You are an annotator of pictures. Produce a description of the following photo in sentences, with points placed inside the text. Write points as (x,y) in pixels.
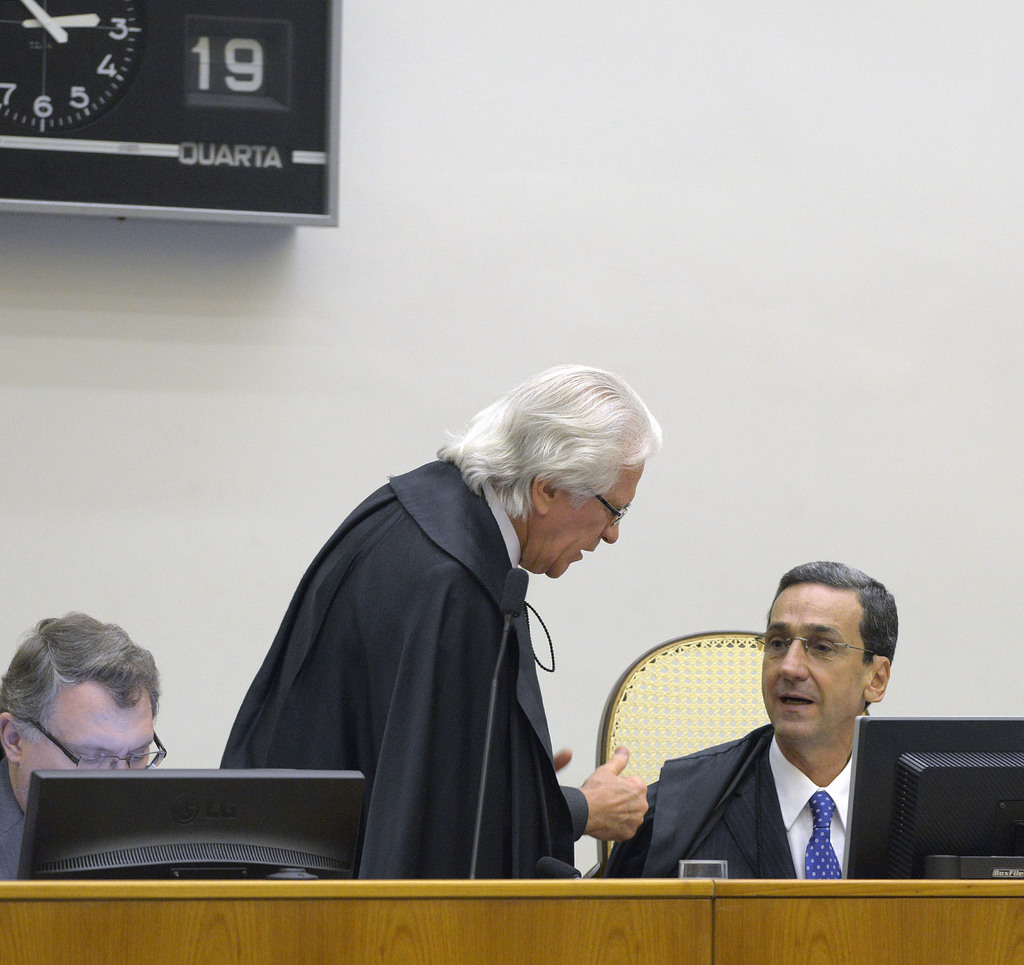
As we can see in the image there is a white color wall (764,388), clock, three people (517,645), chairs (650,678) and table (752,909). On table (711,886) there is a glass (700,870) and screens (255,812).
